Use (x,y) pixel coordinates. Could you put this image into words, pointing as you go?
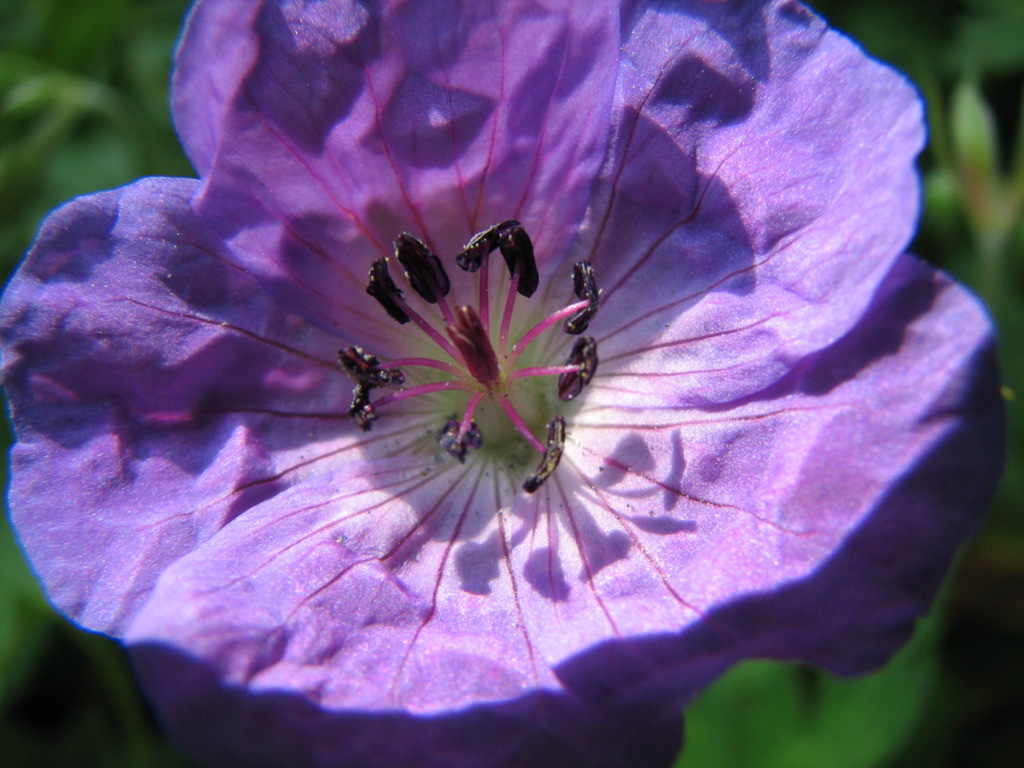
Here in this picture we can see a purple colored flower (507,597) present over there and we can also see pollen grains (444,279) in it.
